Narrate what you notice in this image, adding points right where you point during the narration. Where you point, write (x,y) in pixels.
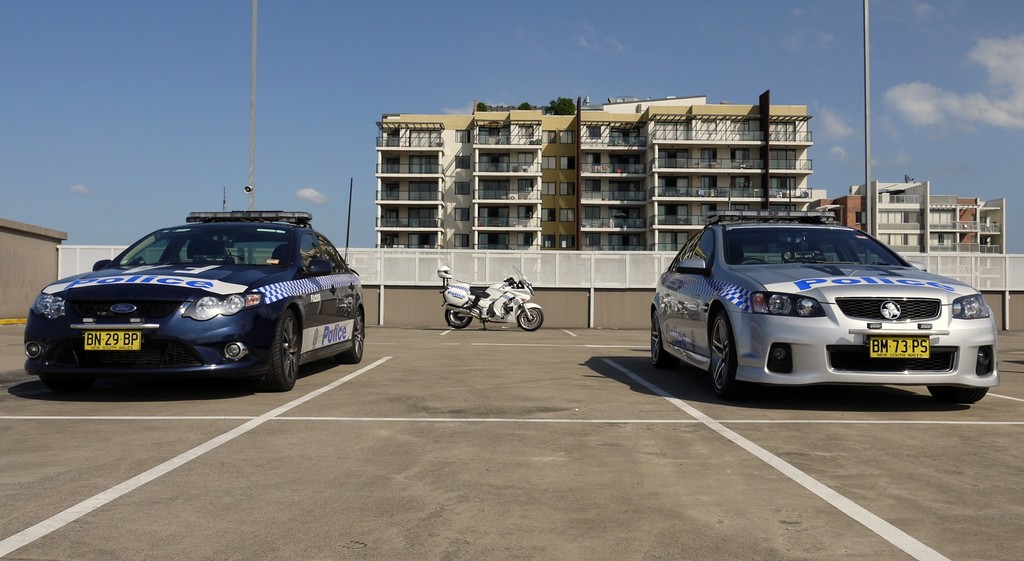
In this image we can see cars (246,216) and bike (468,319) on the road (316,451), fence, poles (253,204), wall (548,309) and security camera (250,191). In the background (397,210) there are buildings (459,170), windows (622,186), plants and clouds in the sky (460,98).
